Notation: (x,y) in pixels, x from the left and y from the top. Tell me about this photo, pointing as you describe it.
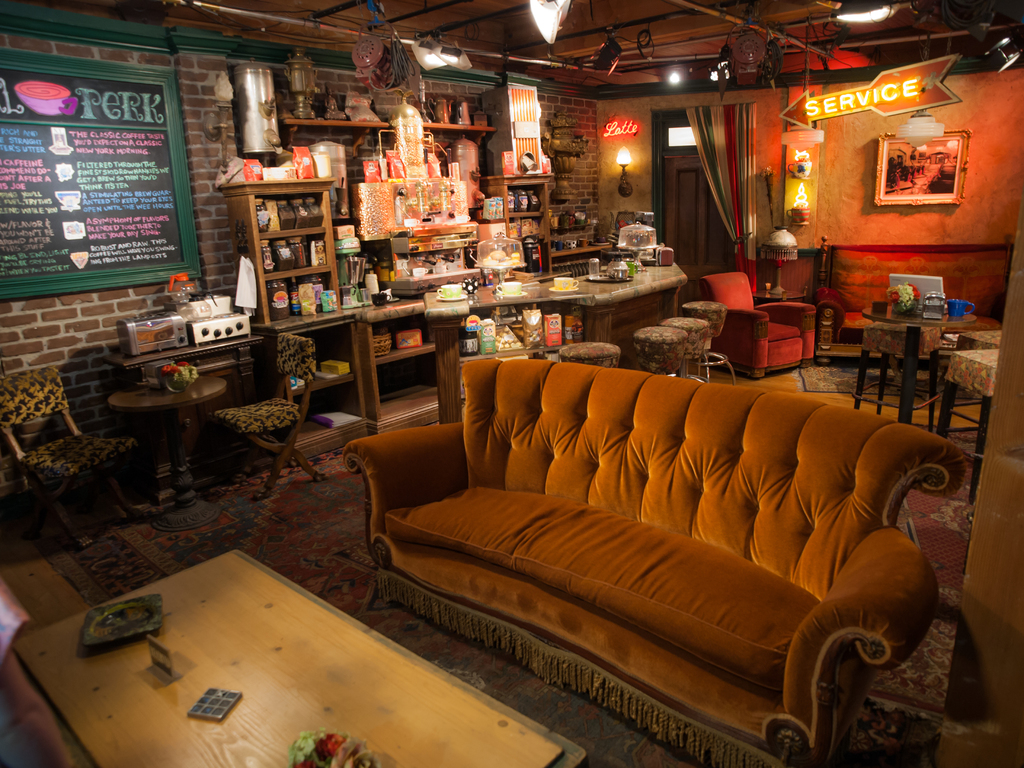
This is an inside view. Here I can see a couch (615,540), in front of this there is a table (423,687). In the background (316,307) I can see a rack (328,244) bowls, bottles (535,245) and some other objects (476,206) are arranged. On the right side (900,336) there is a table (925,324) and few chairs (774,344). At the back of this there is a frame (923,184) is attached to the wall (1006,231). On the left side (60,245) there is a board (106,190).
